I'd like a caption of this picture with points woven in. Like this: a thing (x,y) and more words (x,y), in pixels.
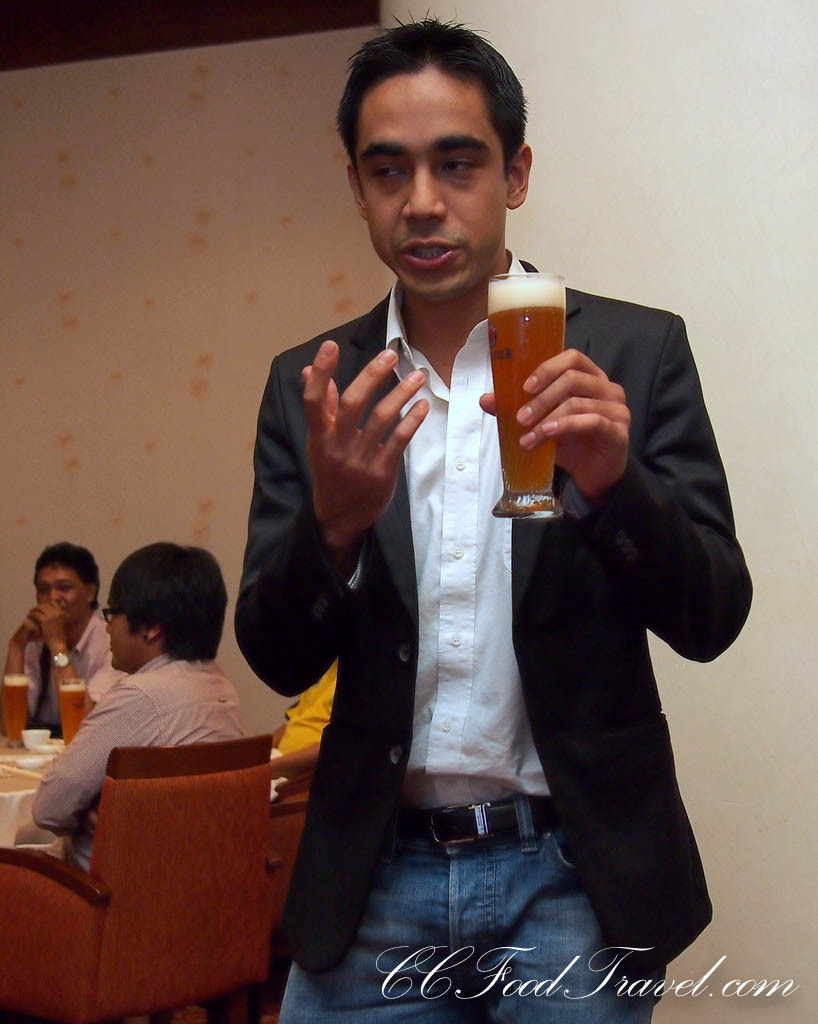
In this picture we can see man (517,195) wore blazer (339,389) holding glass (537,334) in his hand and in the background (70,576) we can see three people (162,712) sitting on chair (152,760) and in front of them we have table (25,784) and on table (14,778) we can see cup (39,733), glasses (66,694) and here is wall (219,243).
